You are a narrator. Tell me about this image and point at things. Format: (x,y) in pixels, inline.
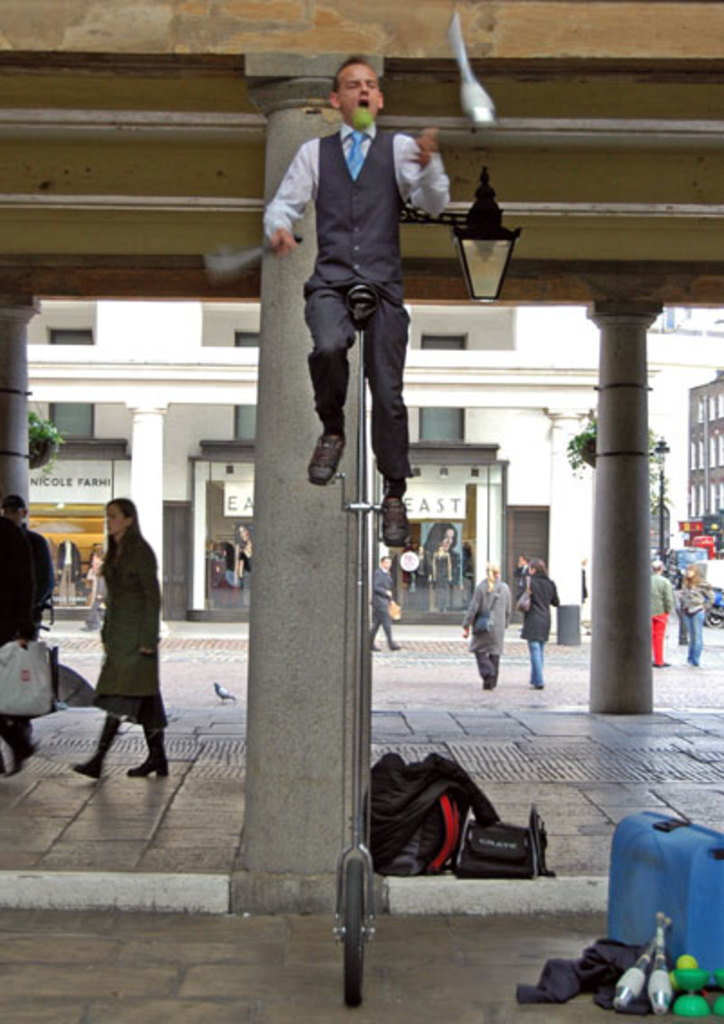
In this picture I can see a man (394,301) seated on the unicycle (369,519) and I can see few people (529,583) walking in the back (384,596) and I can see buildings (494,533) and few bags (619,880) on the ground (437,968) and I can see few articles (664,995) and balls (681,965) on the ground (408,714) and I can see couple of trees (594,453), looks like a ball (361,113) in the air (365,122) and I can see pole lights (487,281).
